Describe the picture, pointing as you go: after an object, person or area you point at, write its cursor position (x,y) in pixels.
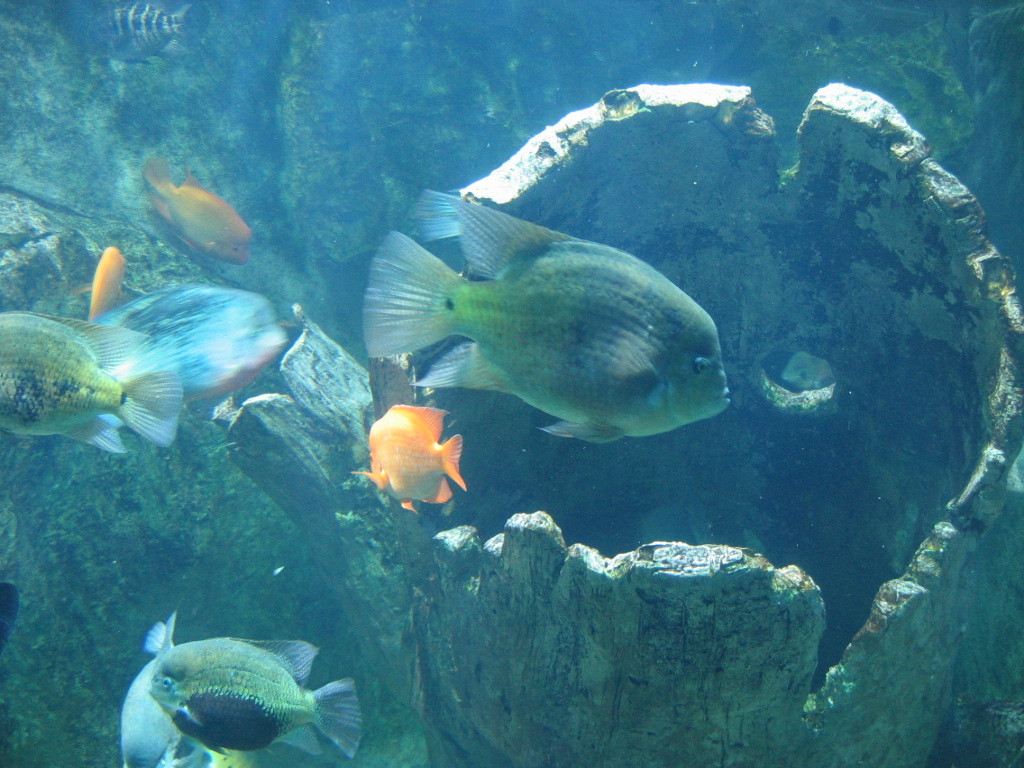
This picture might be taken in the water (669,516). In this image, in the middle (565,332), we can see a fish (660,326). On the left side (232,249), we can see some fishes (112,328). On the right side (963,263), we can see a rock (627,498). In the background (53,118), we can see some rocks (407,88).
